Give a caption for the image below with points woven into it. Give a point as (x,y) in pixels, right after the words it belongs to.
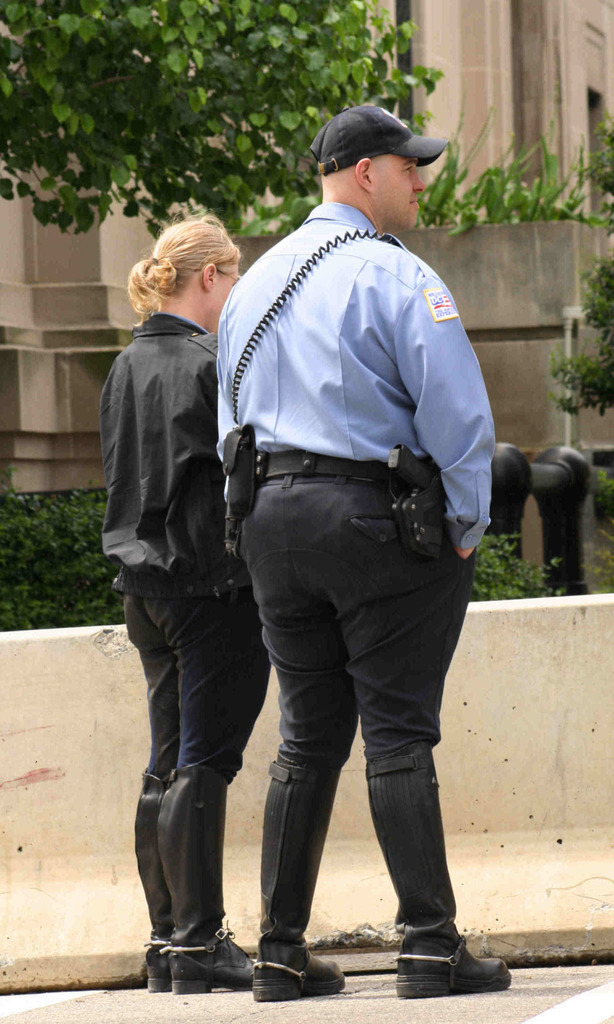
In this image there are two persons (343,615) standing, there is the road (505,1003) truncated towards the bottom of the image (301,1010), there are plants (54,530) truncated towards the left of the image (48,503), there are plants (579,199) truncated towards the right of the image (580,212), there are plants (223,40) truncated towards the top of the image (231,37), there is a wall (491,828) truncated, there are objects (541,504) on the ground (518,997), at the background of the image (498,302) there is a building (475,116) truncated.
